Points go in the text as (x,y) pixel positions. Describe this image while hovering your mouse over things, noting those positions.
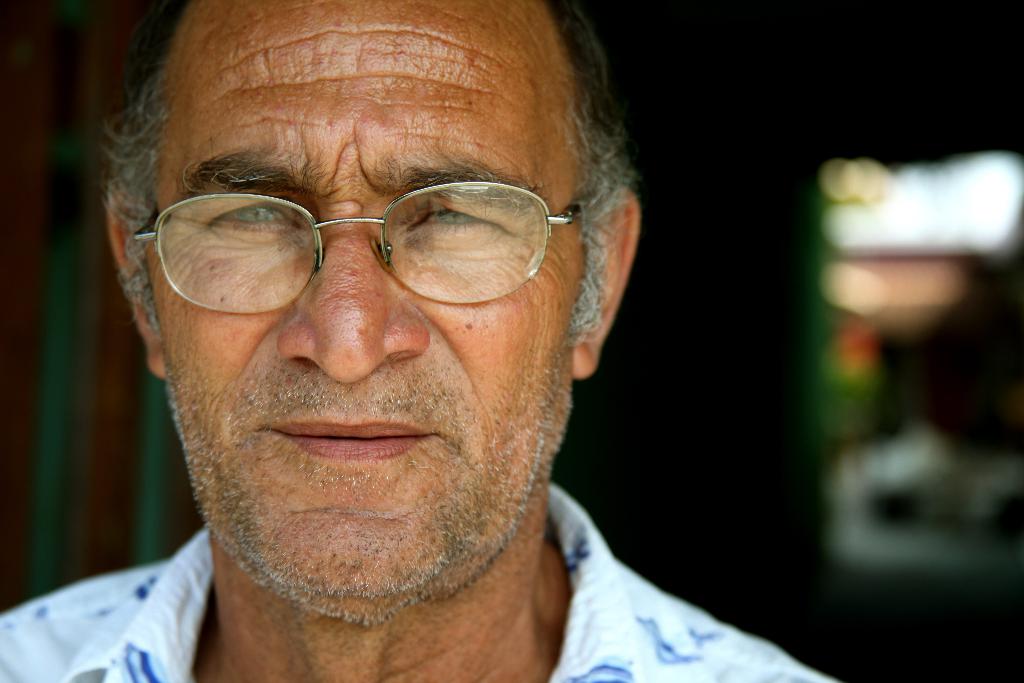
In this image there is a man (455,214) wearing a spectacle (437,235), background (914,206) is blurry.
